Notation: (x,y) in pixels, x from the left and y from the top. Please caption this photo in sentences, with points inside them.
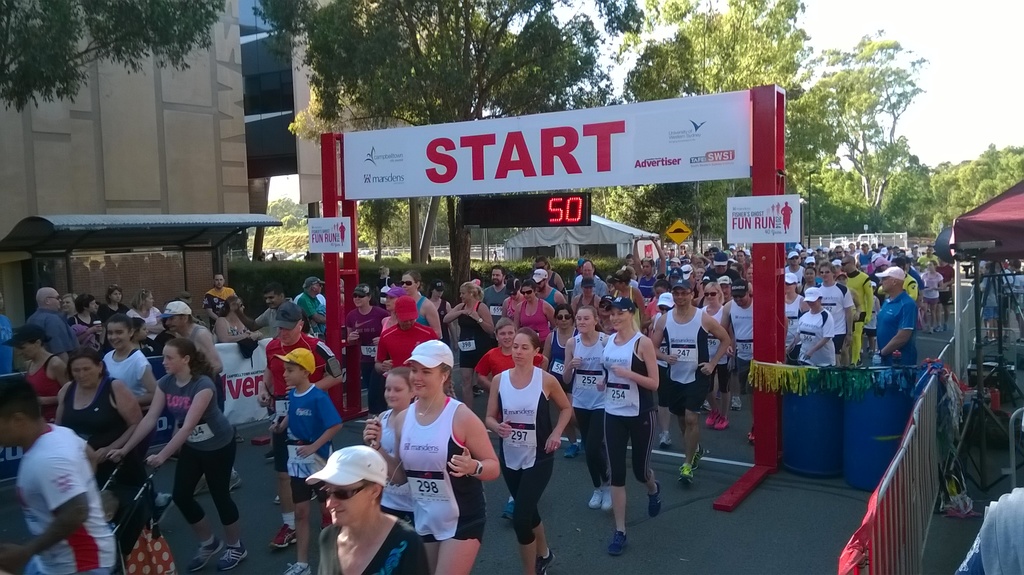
In this image there are so many people (435,388) jogging on the road (475,399) by wearing the number badges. In the middle (478,199) there is an arch (577,163) with a led board (524,206) to it. In the background (30,119) there is a building (98,125) on the left side (81,105). Beside the building (55,120) there are trees (552,51). On the right side (893,494) there is a fence (903,466). Beside the fence (893,494) there are tents (615,253). On the road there are drums (812,436).
